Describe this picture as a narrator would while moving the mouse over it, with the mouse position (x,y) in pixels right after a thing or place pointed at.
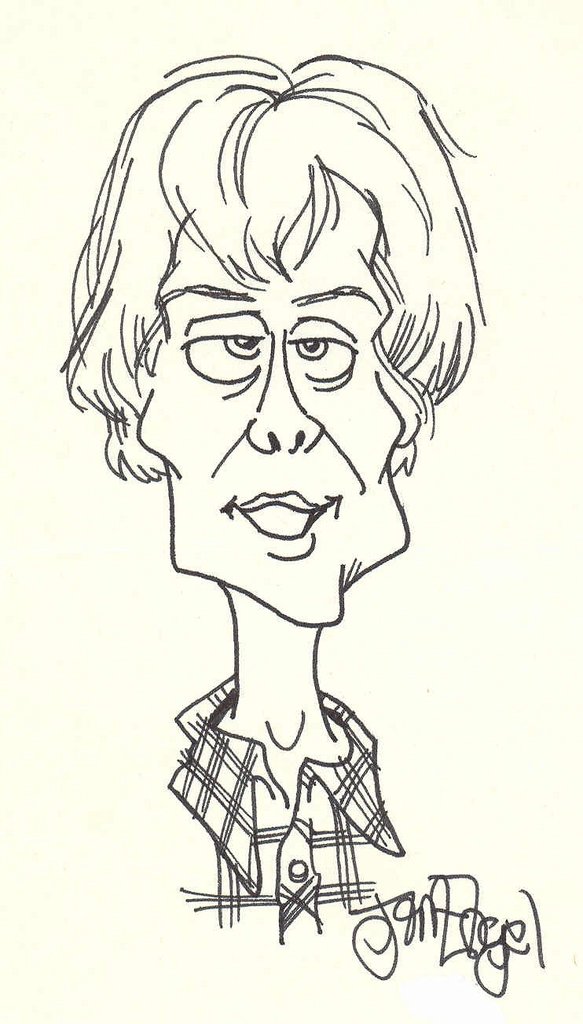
In this picture I can see a sketch (160,175) of a cartoon (201,393) and it is of white and black color and I see the watermark (424,919) on the right bottom of this picture (435,925).
